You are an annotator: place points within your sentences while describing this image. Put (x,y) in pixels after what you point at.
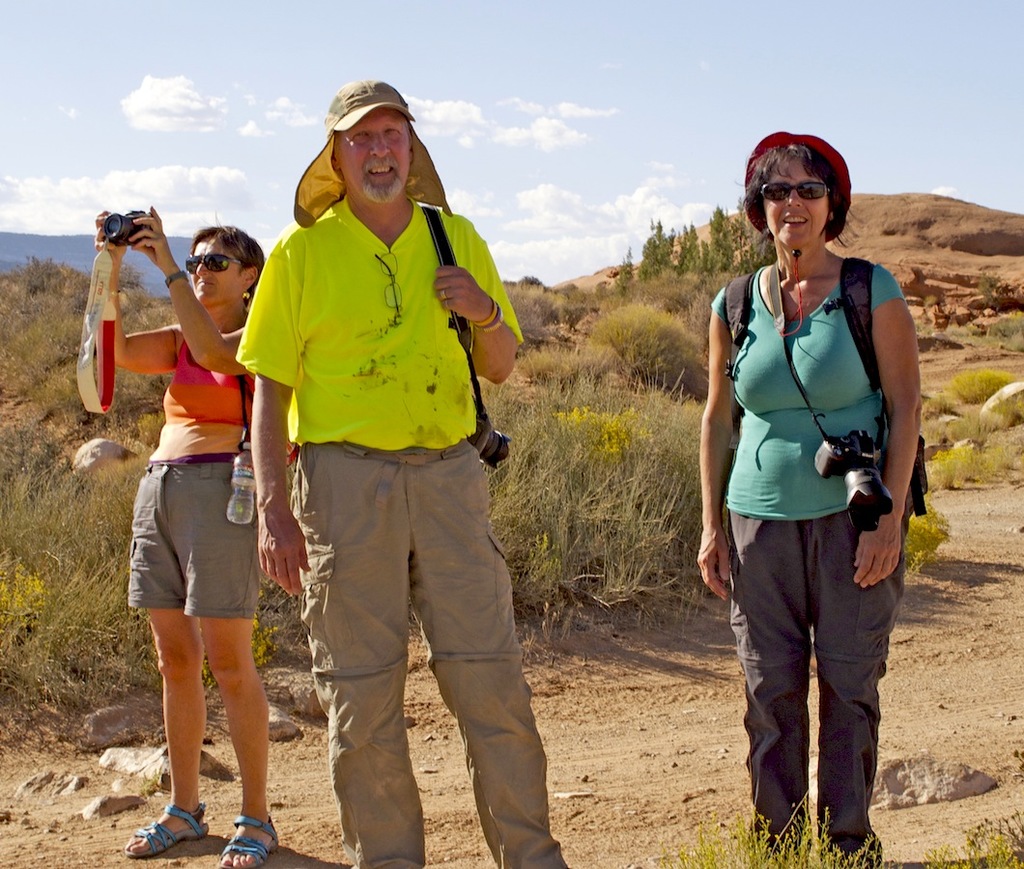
In this image we can see three persons (860,586) standing on the ground (943,625), a person (168,258) is holding a camera (126,220) and in the background (610,475) there are few plants (608,434), trees (665,269) and the sky (700,128) with clouds (241,179).
